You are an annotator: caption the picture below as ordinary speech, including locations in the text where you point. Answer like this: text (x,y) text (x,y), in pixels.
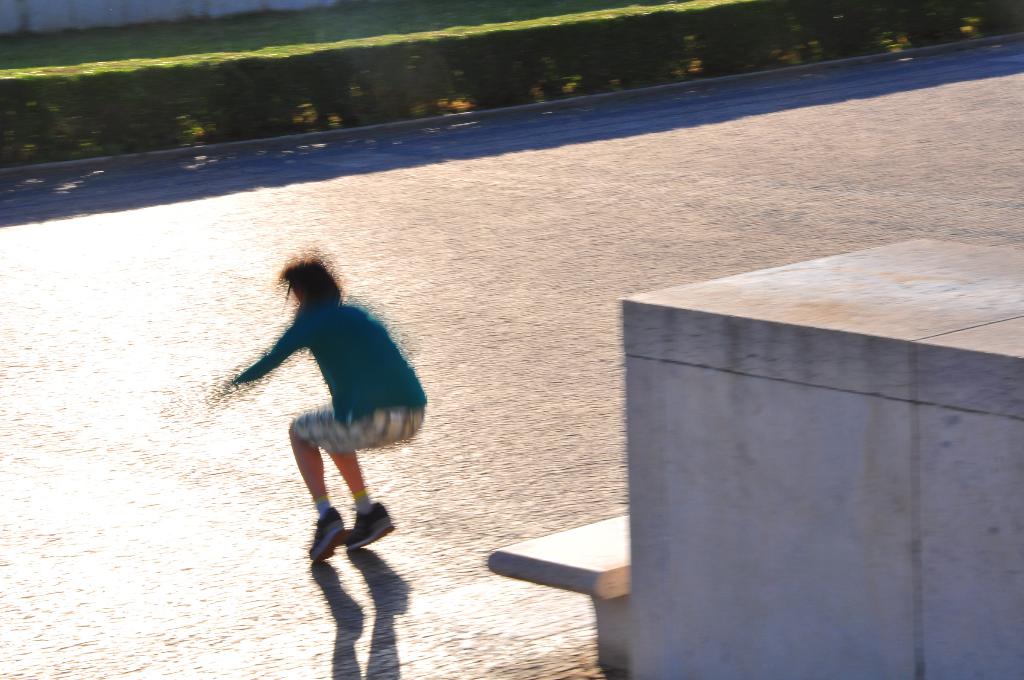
In this image I can see a bench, a person (332,370), shadows (489,153) and I can see this person (326,418) is wearing shorts (322,440), shoes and blue colour dress (382,384).
